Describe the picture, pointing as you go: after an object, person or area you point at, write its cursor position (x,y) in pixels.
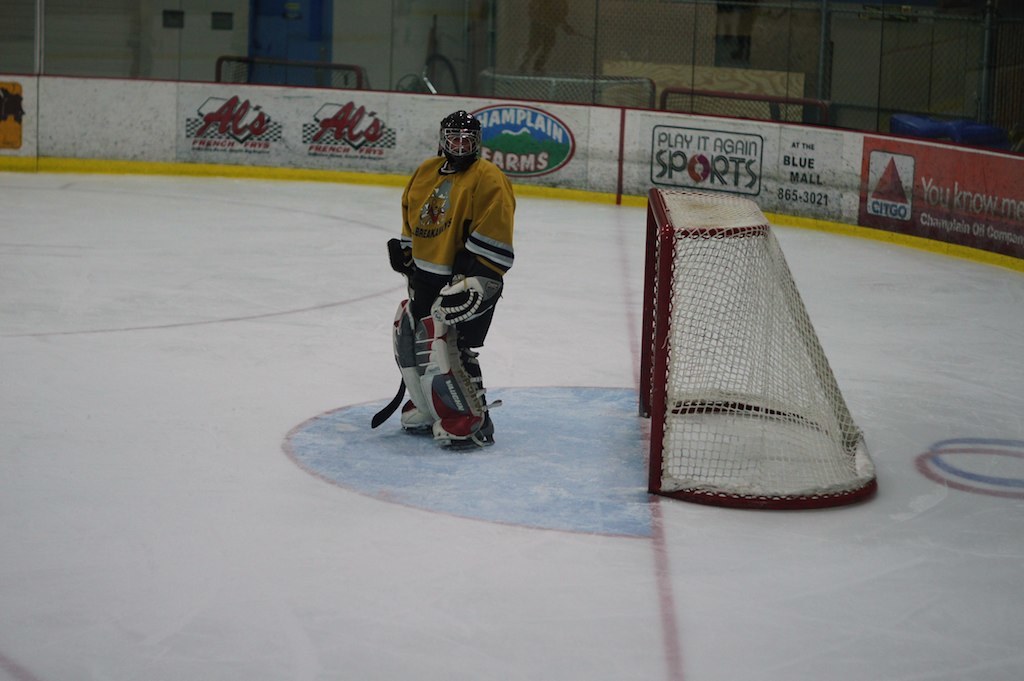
In this image we can see the person (442,247) standing on the floor (520,327) and there is a hockey net (716,382). And at the back (295,144) there is a wall (376,153) with a painting (663,153). And there is a door (301,55), fence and wall (180,59).
